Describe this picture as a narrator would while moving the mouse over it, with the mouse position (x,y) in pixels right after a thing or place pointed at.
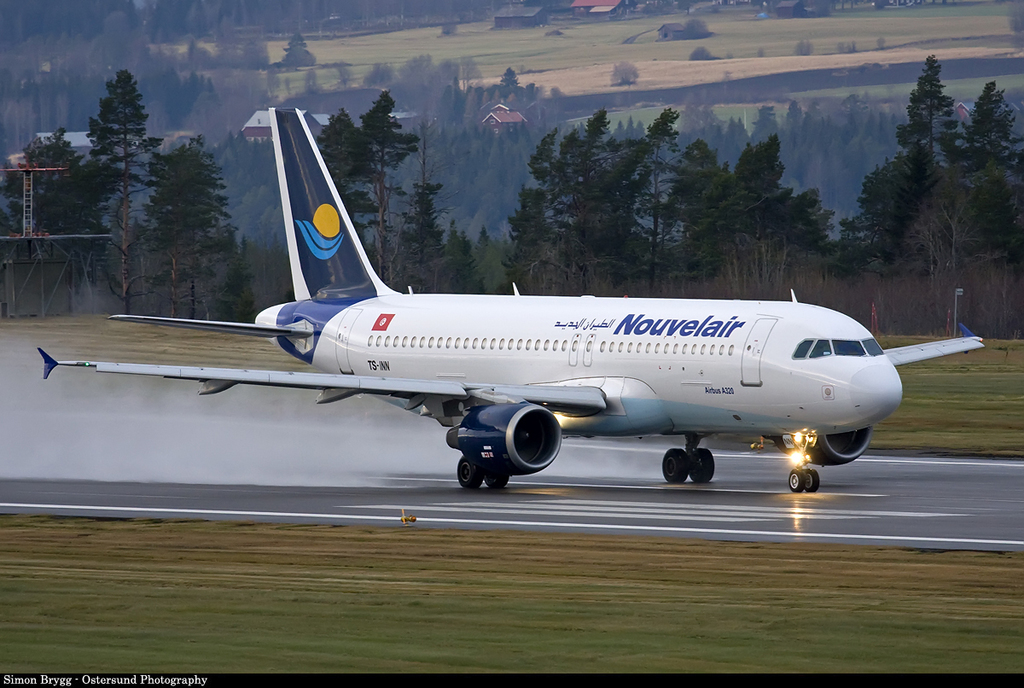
In this image, in the middle (529,300), we can see an airplane (533,387) which is moving on the road (733,486). In the background (374,254), we can see some trees (250,219), houses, plants (841,285). At the bottom (741,496), we can see smoke (343,439), road (532,481) and a grass (100,639).
